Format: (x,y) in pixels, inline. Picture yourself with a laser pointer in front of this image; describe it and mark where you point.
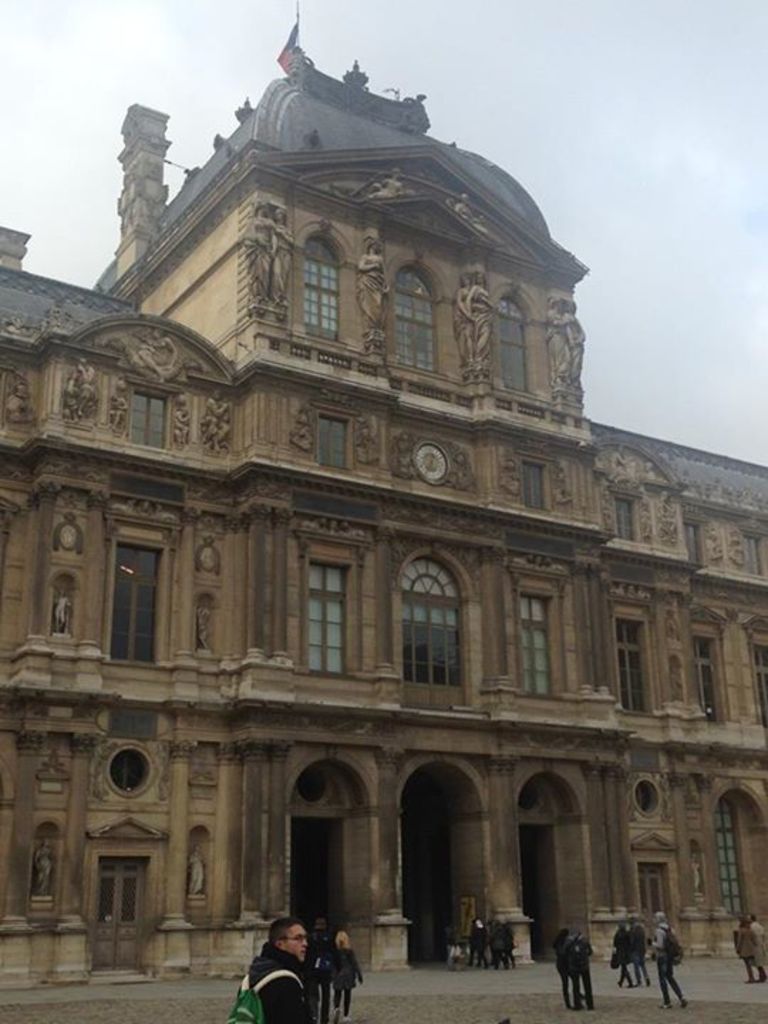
Here, we can see some people (474,926) standing on the floor (94,990), we can see a building (561,428) and there are some windows (321,671) on the building (299,390), at the top (570,182) there is a sky (595,150) which is cloudy.
